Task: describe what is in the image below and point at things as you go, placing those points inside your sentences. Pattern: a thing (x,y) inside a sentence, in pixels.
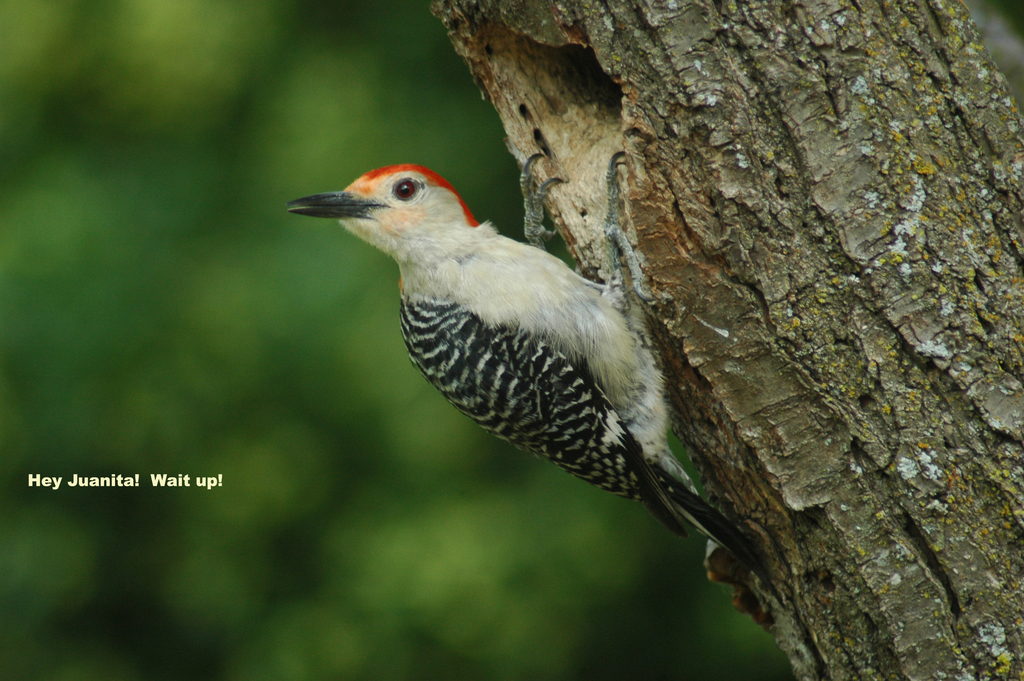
In the picture there is a small bird (433,236) standing on the tree trunk (650,186) and the background of the bird (429,256) is green.
